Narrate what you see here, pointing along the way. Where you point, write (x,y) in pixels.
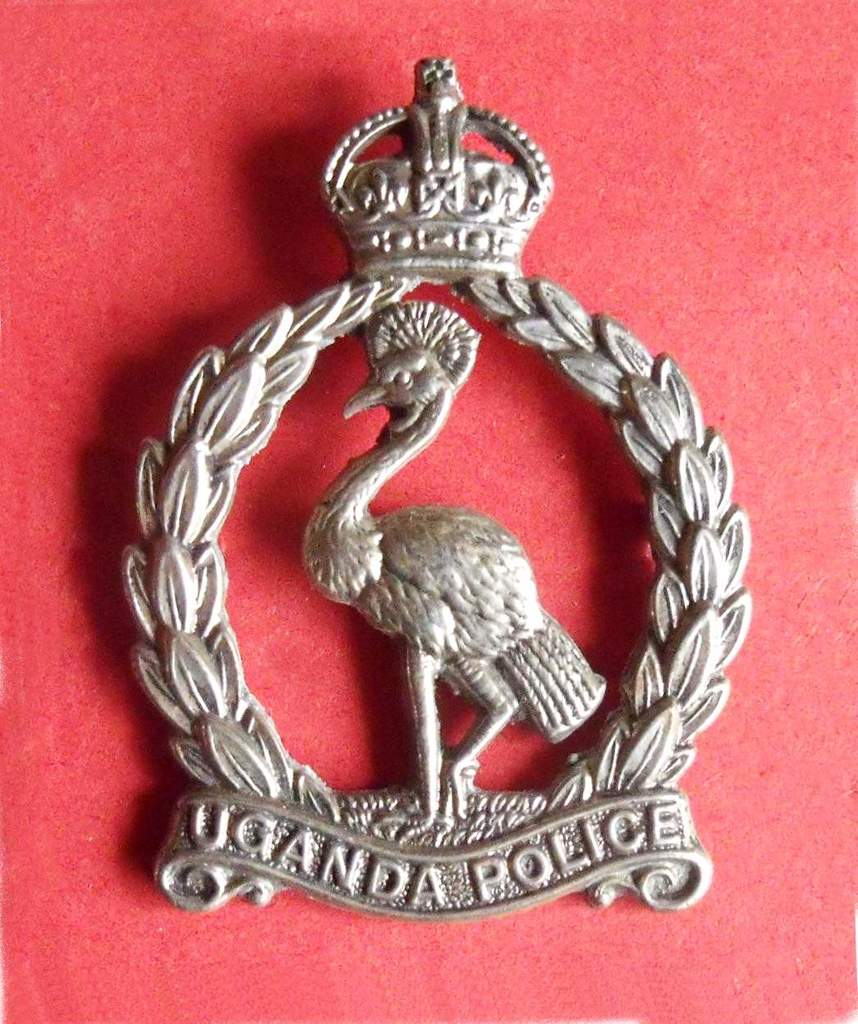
In this image there is a badge (639,439). In the center (402,544) there is a crane (431,579). Around it there are leaves (522,302). At the bottom (531,863) there is text (506,873) on the badge (547,869). The background (128,219) is red.
